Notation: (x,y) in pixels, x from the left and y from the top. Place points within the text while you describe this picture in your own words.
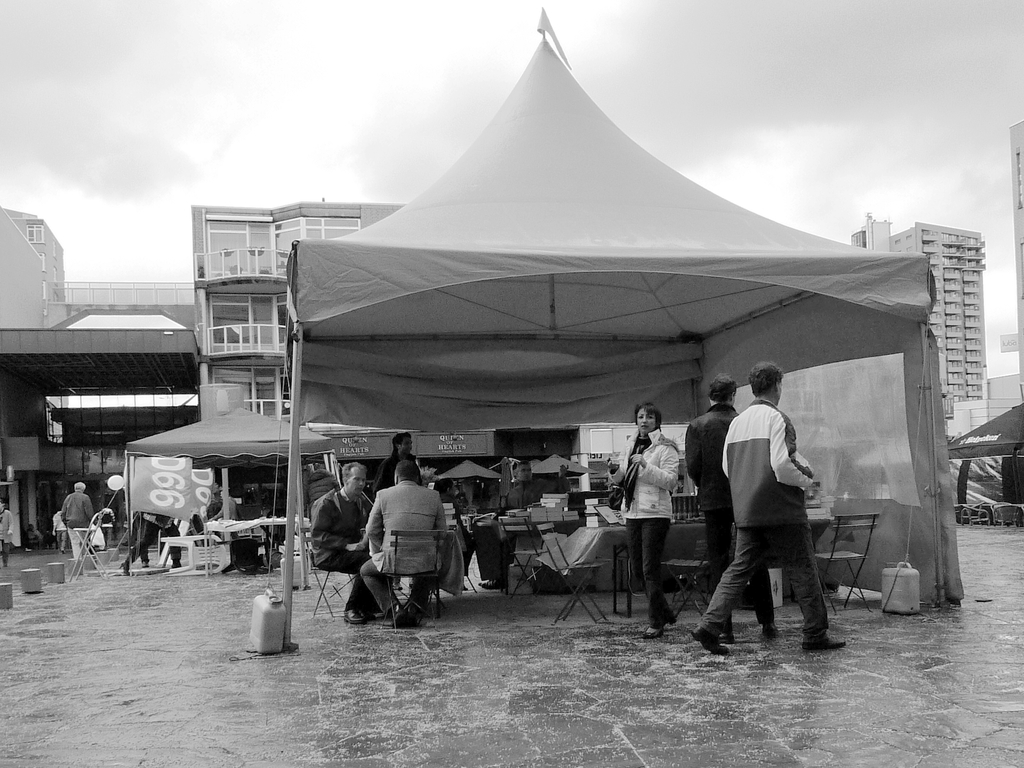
This is a black and white picture, in this image we can see a few people (395,513), among them some are sitting on the chairs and some are standing, we can see a tent (404,357), there are some buildings (264,336), cans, windows (253,323), poles (292,464) and other objects (144,508), in the background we can see the sky (708,163).
